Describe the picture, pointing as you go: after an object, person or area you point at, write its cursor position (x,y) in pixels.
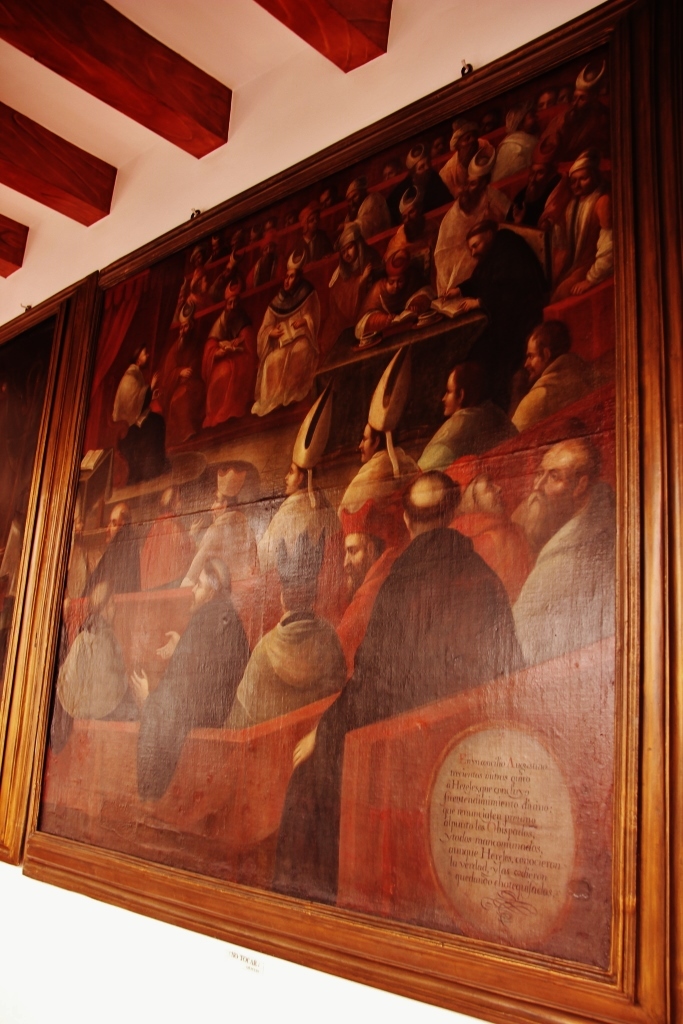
In this image, we can see photo frames (111,532) on the wall (514,16). At the top of the image (311,41), we can see the roof (282,10).
